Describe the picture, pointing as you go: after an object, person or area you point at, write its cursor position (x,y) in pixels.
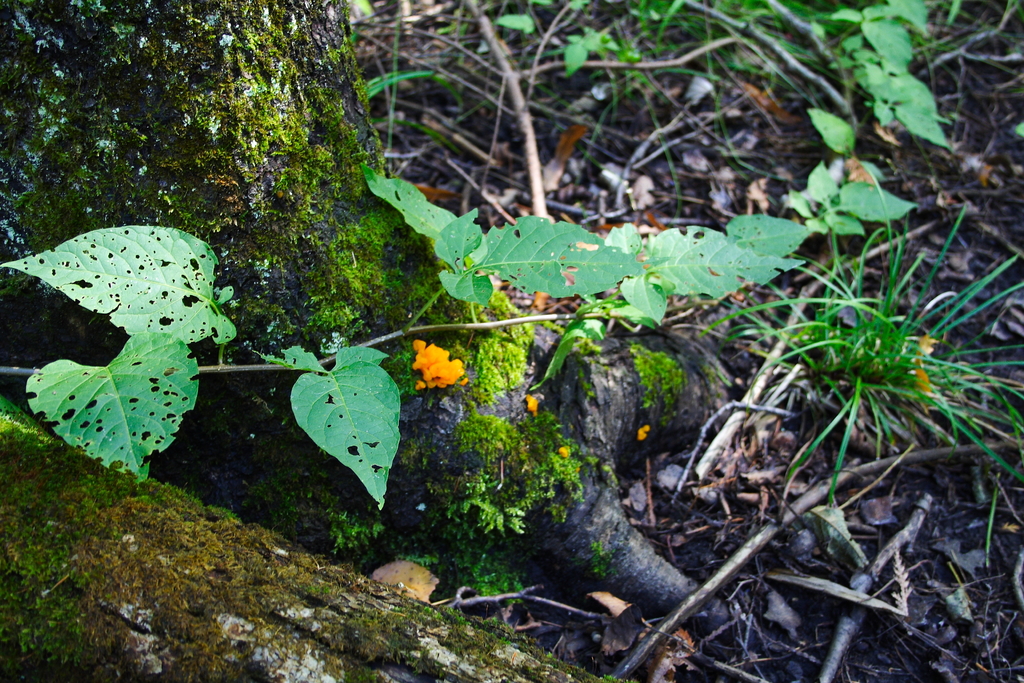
In this image we can see trunk (295,329) of a tree (257,431) and there are some leaves (455,261), branches (601,62) of a tree (426,301).
